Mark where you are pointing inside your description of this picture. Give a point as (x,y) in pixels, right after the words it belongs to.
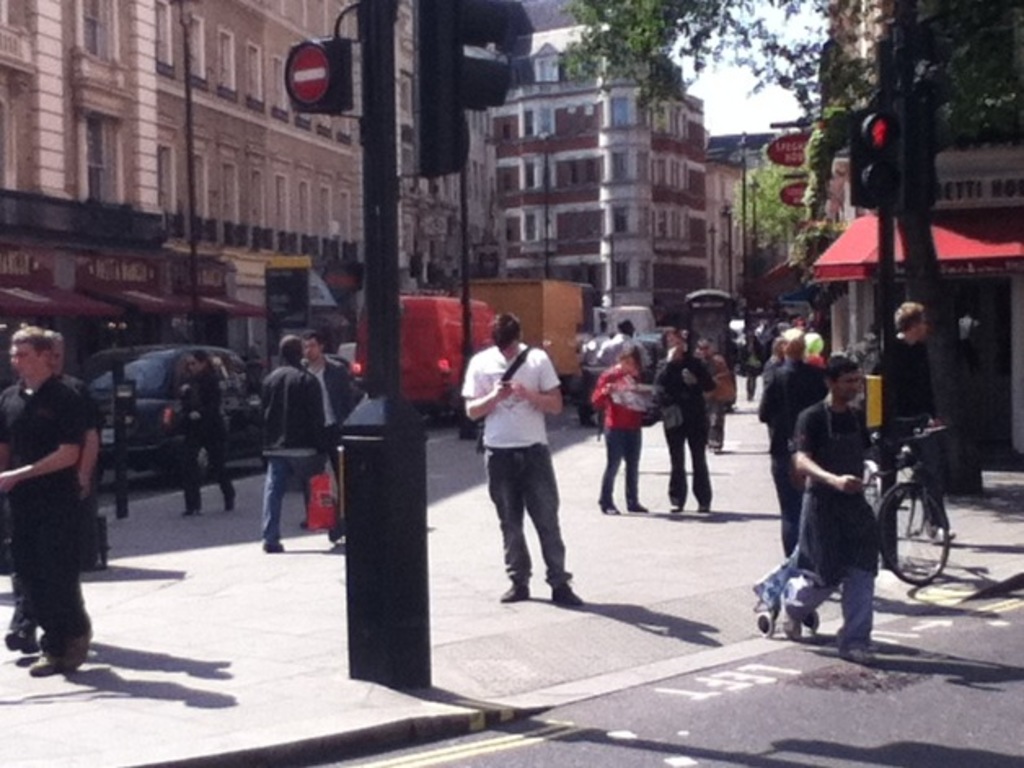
In this image there are people (818,501) on the pavement (252,513). There are vehicles (244,436) on the road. Front side of the image there are traffic lights (480,44) attached to a pole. Right side (871,152) there are traffic lights (904,174) attached to the pole (888,218). There is a bicycle (889,504) on the pavement (642,550). There are boards (787,195) attached to the poles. Background (604,228) there are trees (774,208) and buildings (708,214). Bottom of the image (828,723) there is a road (807,728).
